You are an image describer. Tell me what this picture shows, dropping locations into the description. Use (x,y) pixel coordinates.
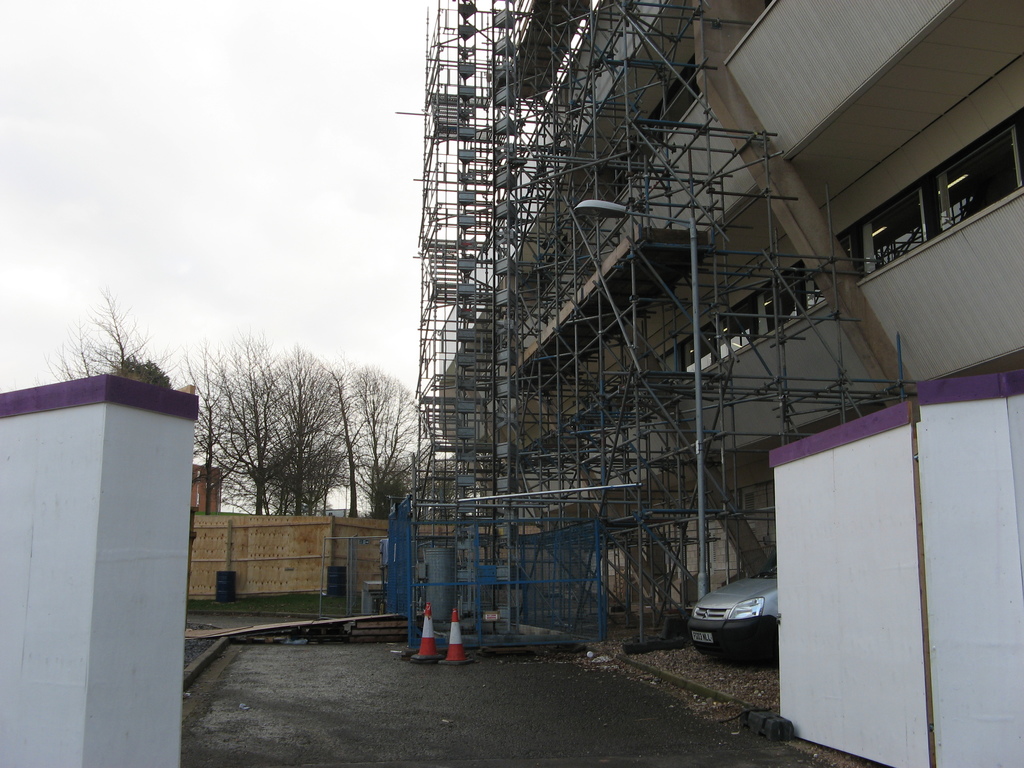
Here in this picture on the right side (803,140) we can see a building (830,17) present and we can see it is under construction, as we can see poles (581,278) present and we can also see light posts (580,213) present and on the ground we can see a car (729,623) present and we can see some walls (880,496) present and we can also see trees (308,472) present behind the wall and we can see the sky (362,504) is cloudy.
